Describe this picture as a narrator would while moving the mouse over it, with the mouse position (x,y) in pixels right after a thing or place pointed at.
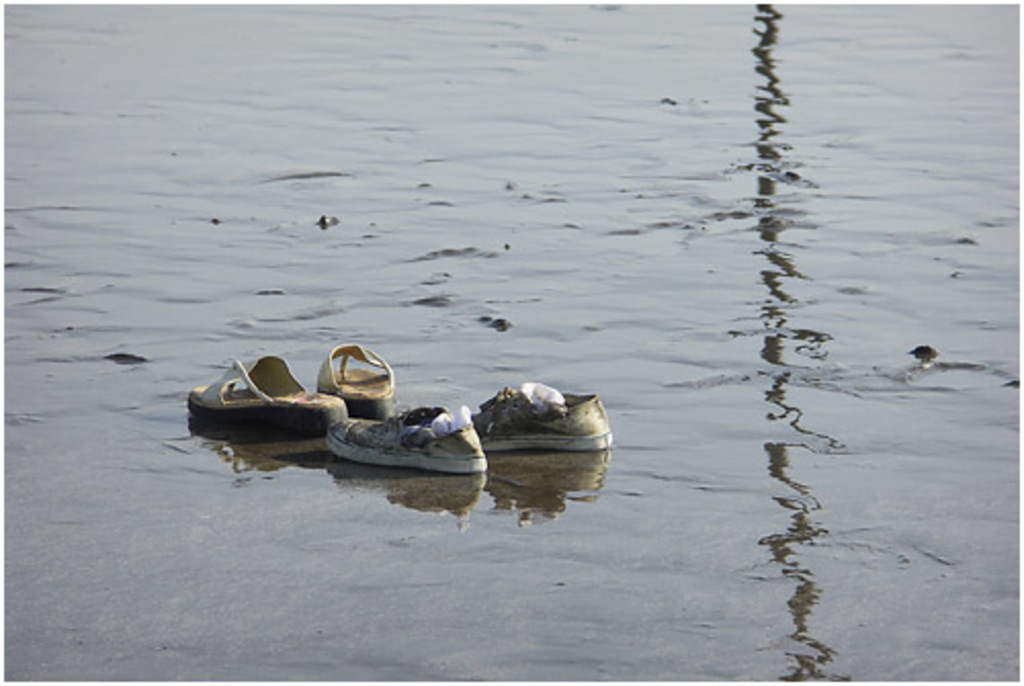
There are shoes (564,442) and sandals (338,408) on the water (531,319). Inside the shoes (508,407) there are socks (547,403).
